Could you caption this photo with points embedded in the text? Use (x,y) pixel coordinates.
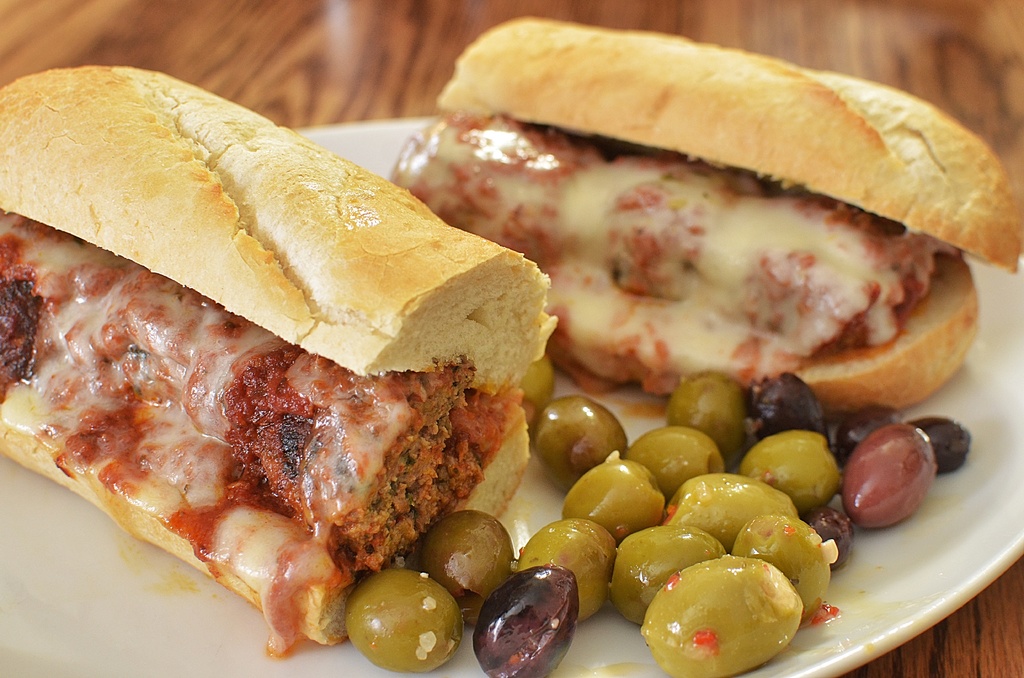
In this picture we can see plate (922,598) with food (688,588) on the wooden platform (958,638).
